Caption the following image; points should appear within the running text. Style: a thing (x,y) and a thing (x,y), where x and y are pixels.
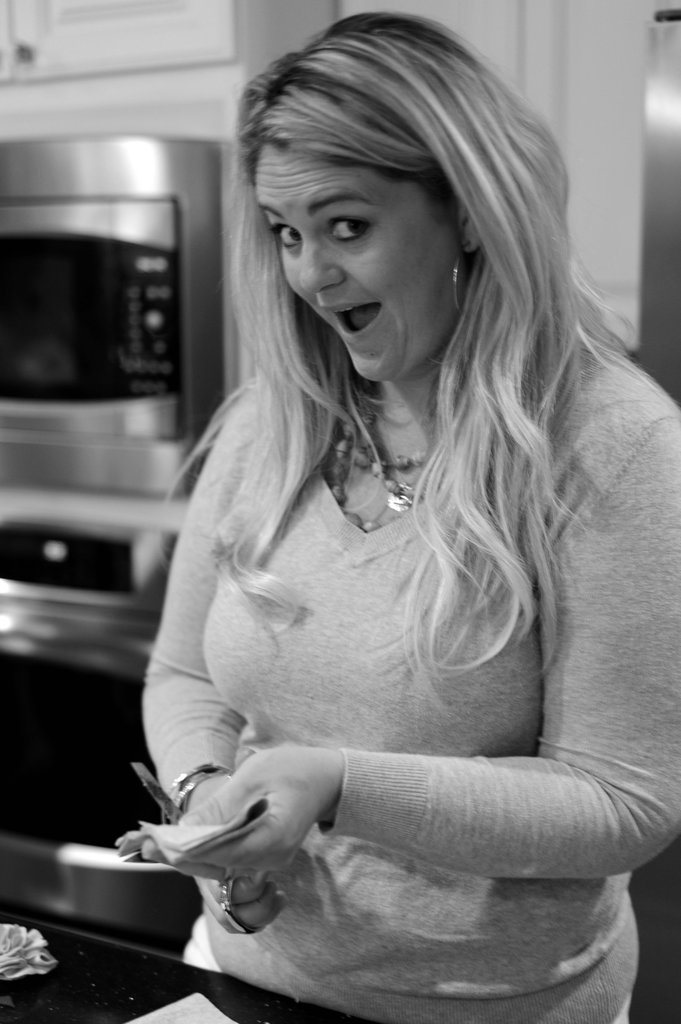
In the middle of the image (310,548) there is a lady (228,820) with t-shirt (214,547) is standing and holding the scissors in her hand (270,890). To the left corner of the image (103,482) there is an oven (106,482). Above the oven (112,198) there is a white cupboard (164,37).
